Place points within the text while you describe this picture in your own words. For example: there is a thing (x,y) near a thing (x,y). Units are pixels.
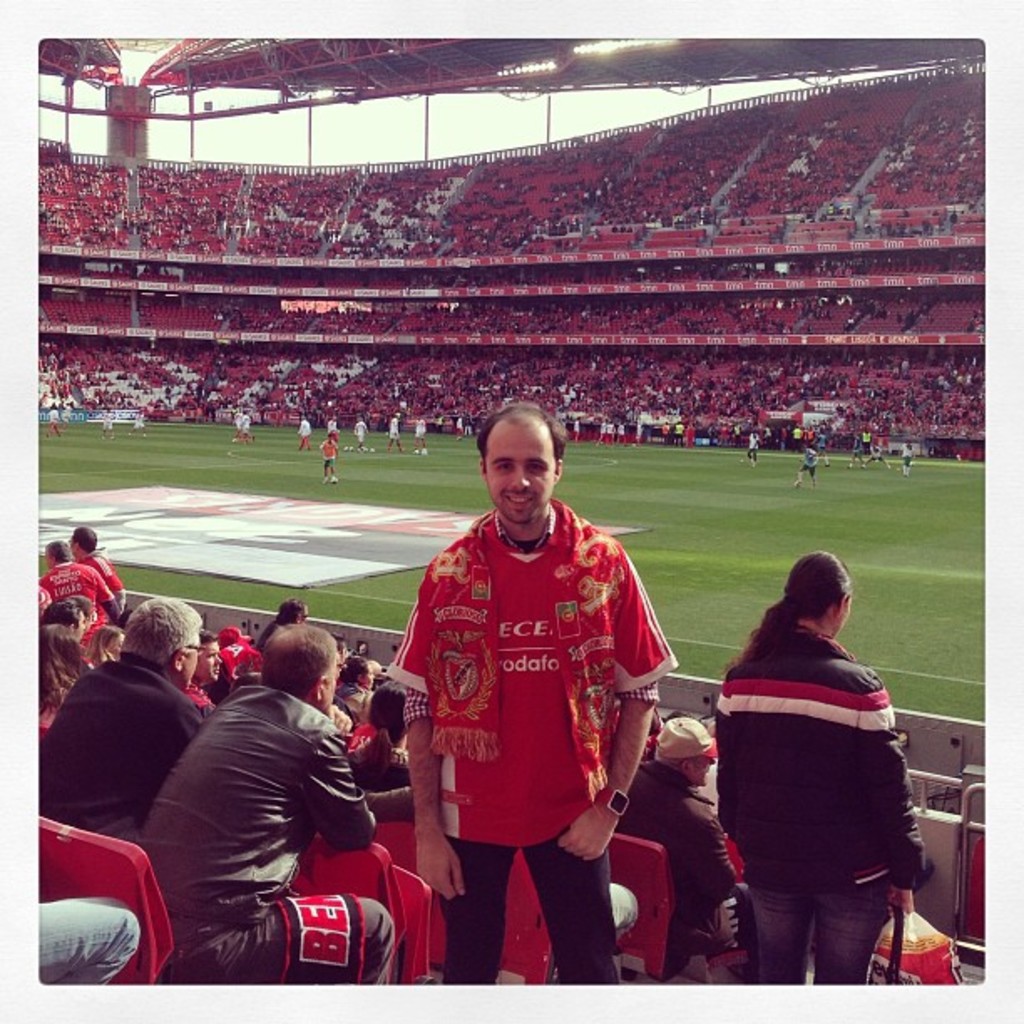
In this image I can see few people (481,902) standing and few are sitting on the red color chairs (144,851). I can see few players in the ground (893,508). Top I can see poles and lights (329,89).
